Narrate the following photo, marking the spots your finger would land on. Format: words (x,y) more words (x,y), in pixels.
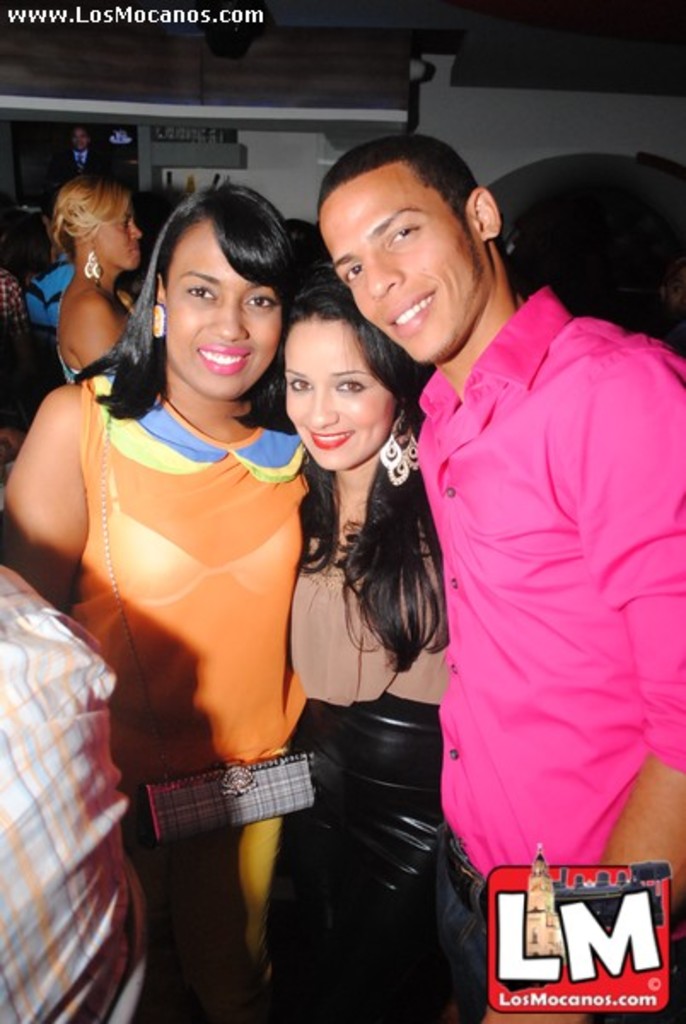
In this image I can see in the middle (242,635) two girls (349,695) are standing and smiling, on the right side (558,416) a man (551,406) is also smiling, he is wearing a shirt (575,603). At the bottom (520,919) there is the logo (585,944), in the left hand side (13,21) top there is the website name (214,18).
